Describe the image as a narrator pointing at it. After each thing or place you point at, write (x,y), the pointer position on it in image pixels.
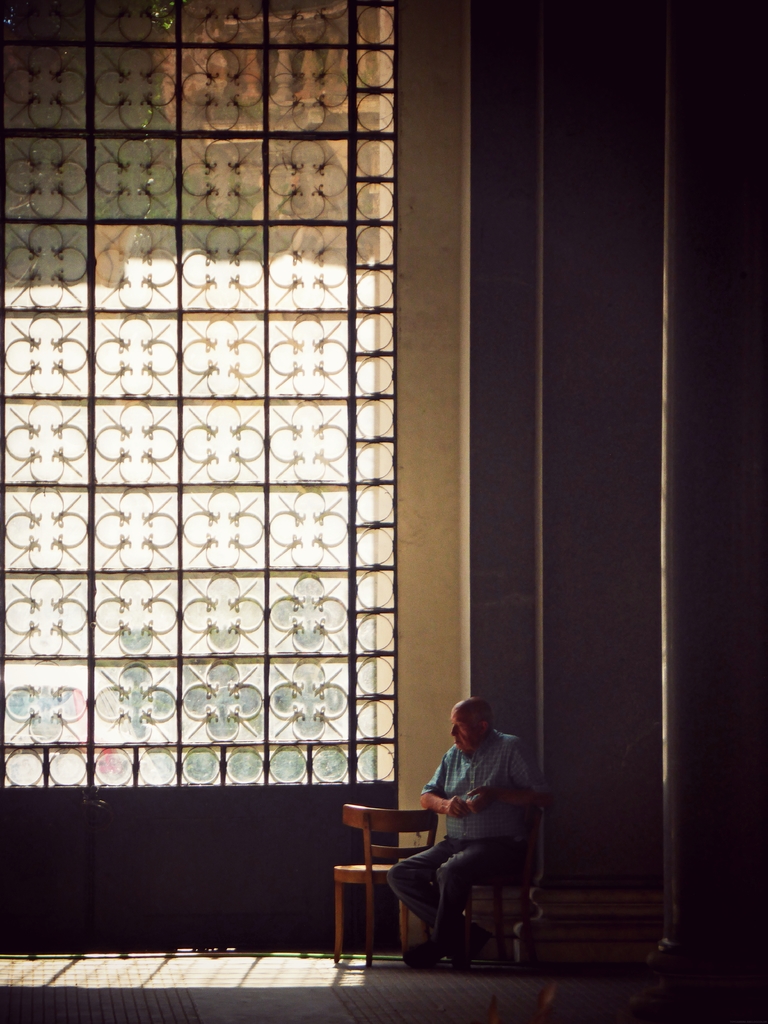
In this image we can see a person (469,880) is sitting on the chair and a big glass window (200,716).
